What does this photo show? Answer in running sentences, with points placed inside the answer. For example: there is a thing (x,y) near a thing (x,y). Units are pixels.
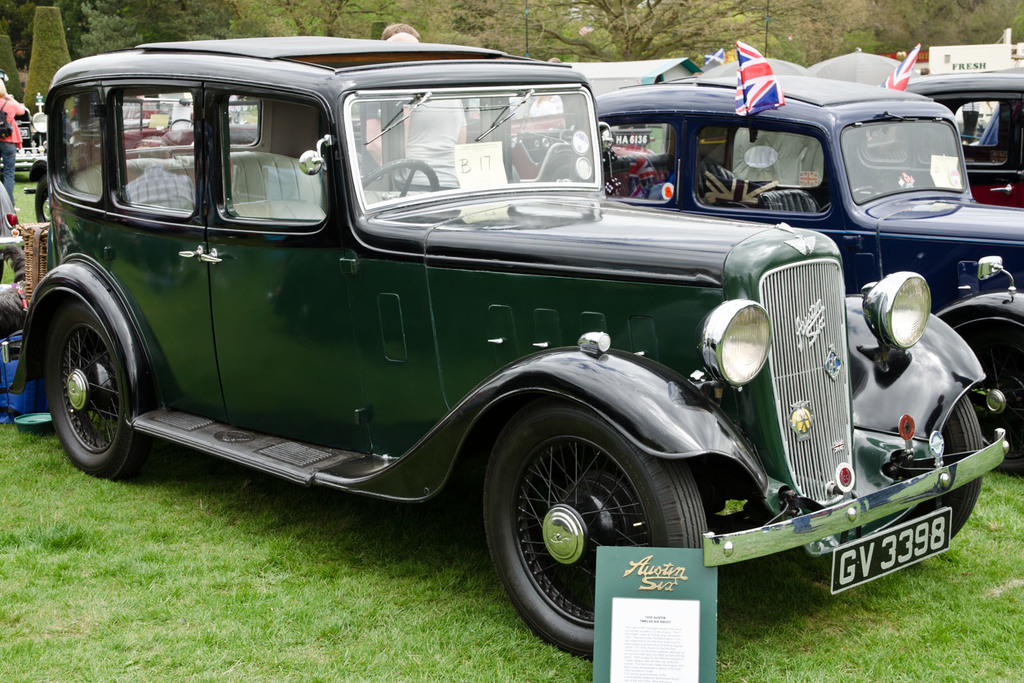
This picture is clicked outside. In the center (398,246) there are many number of vehicles (570,207) parked on the ground (972,543). In the foreground (642,574) there is a board (643,582) placed on the ground (391,599). In the background (25,139) there are some objects (36,126) placed on the ground (29,173) and we can see the persons (4,155) and the trees (305,16).
